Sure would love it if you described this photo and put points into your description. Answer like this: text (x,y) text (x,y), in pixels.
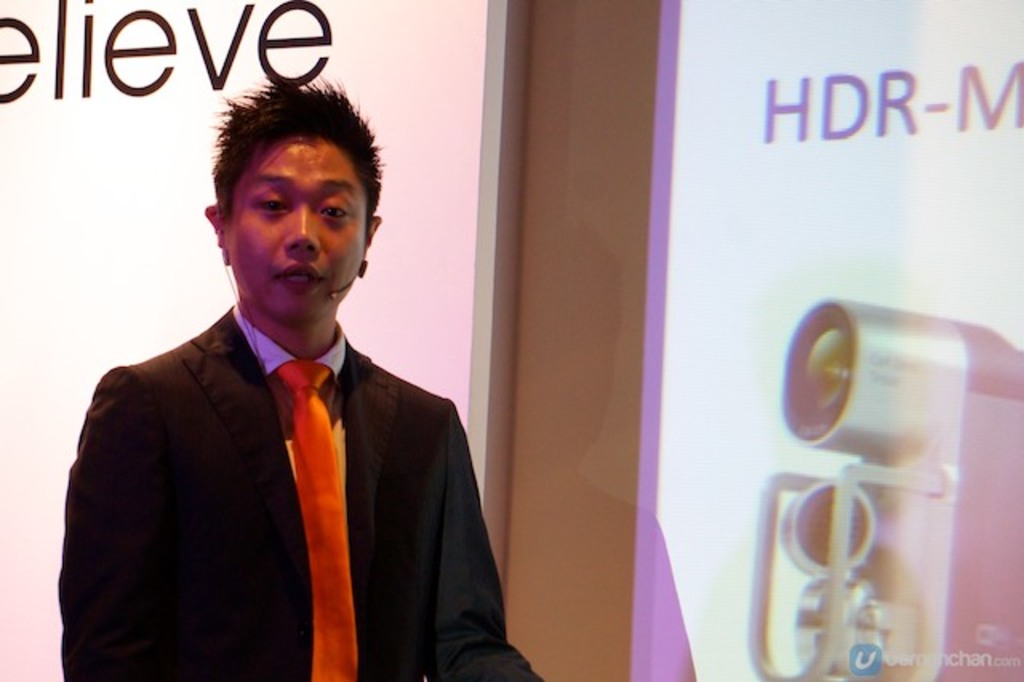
There is a guy (167,499) standing on the floor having a microphone (360,272) speaking to someone. He is wearing a coat (415,542), shirt (342,429) and a tie (317,515). Behind this guy (184,430), there is a screen (77,144) on which something is written. To the right of this guy (323,453), there looks like a camera (815,432) with some lens (830,385) and on that screen (797,166) we can see that HDR.
